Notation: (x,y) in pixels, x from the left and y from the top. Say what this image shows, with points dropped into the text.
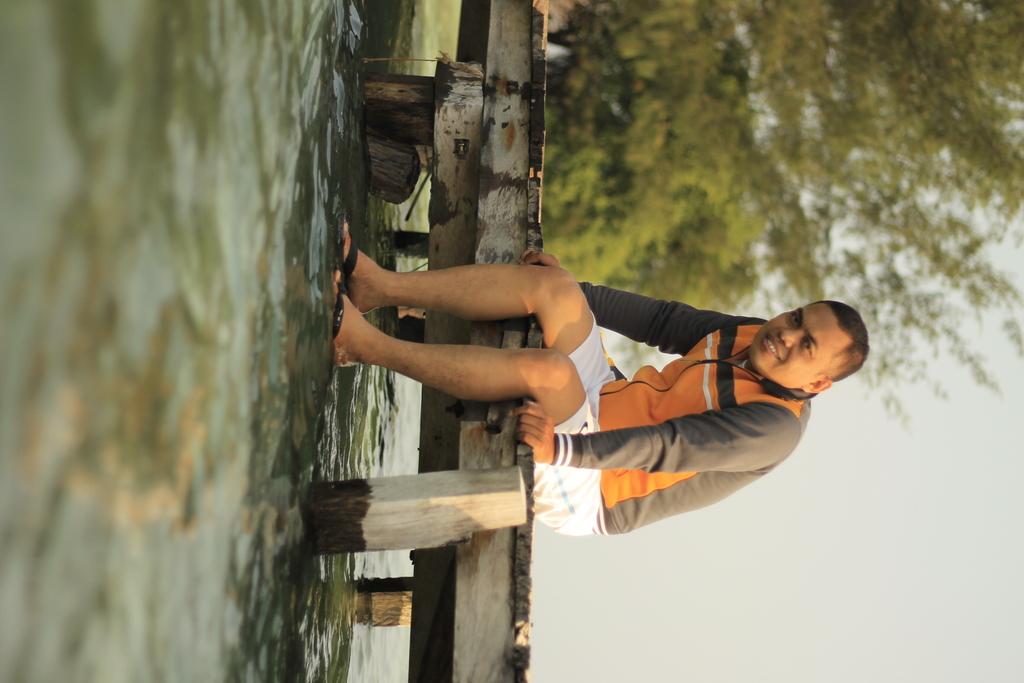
This image is taken outdoors. On the left side of the image (139,317) there is a pond (247,378) with water (118,339). On the right side of the image (848,505) there is the sky (879,519). At the top right of the image (745,106) there is a tree (750,113). In the middle of the image of a man (653,416) is sitting on the wooden platform (473,200) and he is with a smiling face (787,334).
